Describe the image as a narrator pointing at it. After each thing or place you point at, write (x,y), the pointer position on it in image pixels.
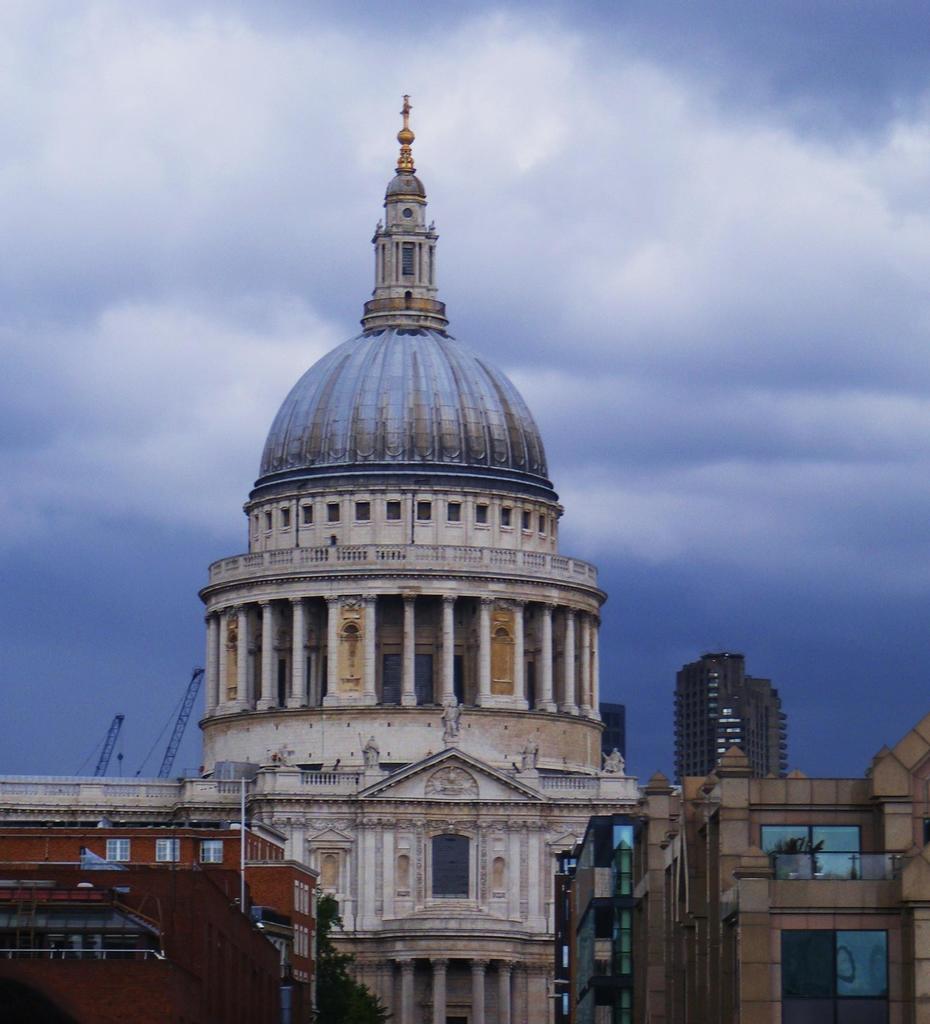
In this picture we can see buildings (614,828), there is a tree (354,1014) at the bottom (323,935), we can see the sky (246,187) at the top of the picture (240,136).
